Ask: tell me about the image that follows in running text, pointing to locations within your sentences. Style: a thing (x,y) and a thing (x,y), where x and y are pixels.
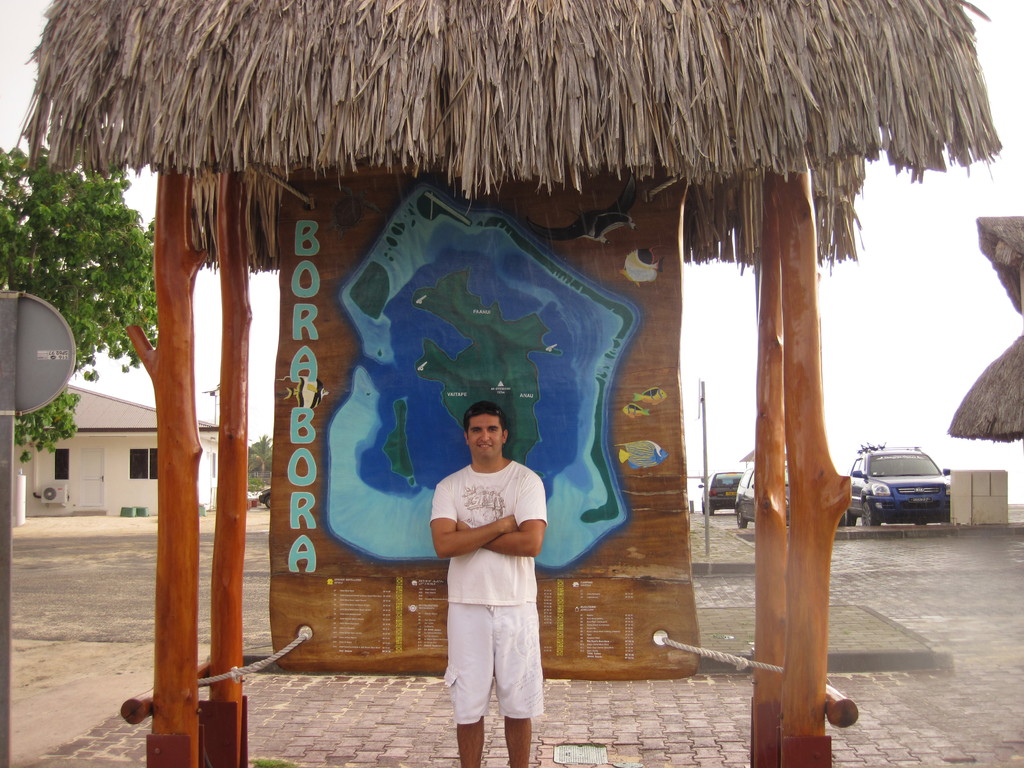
There is a person (467,496) standing under a shed (468,191) made of dry leaves (598,105). For the shed (655,120) there are four wooden poles (762,569). There are ropes (688,646) tied to a board (577,324). On that there is something written and a painting (512,388). In the background (863,462) there are vehicles (854,475), building (153,447) with windows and a tree (24,261). Also there is sky (894,352).
